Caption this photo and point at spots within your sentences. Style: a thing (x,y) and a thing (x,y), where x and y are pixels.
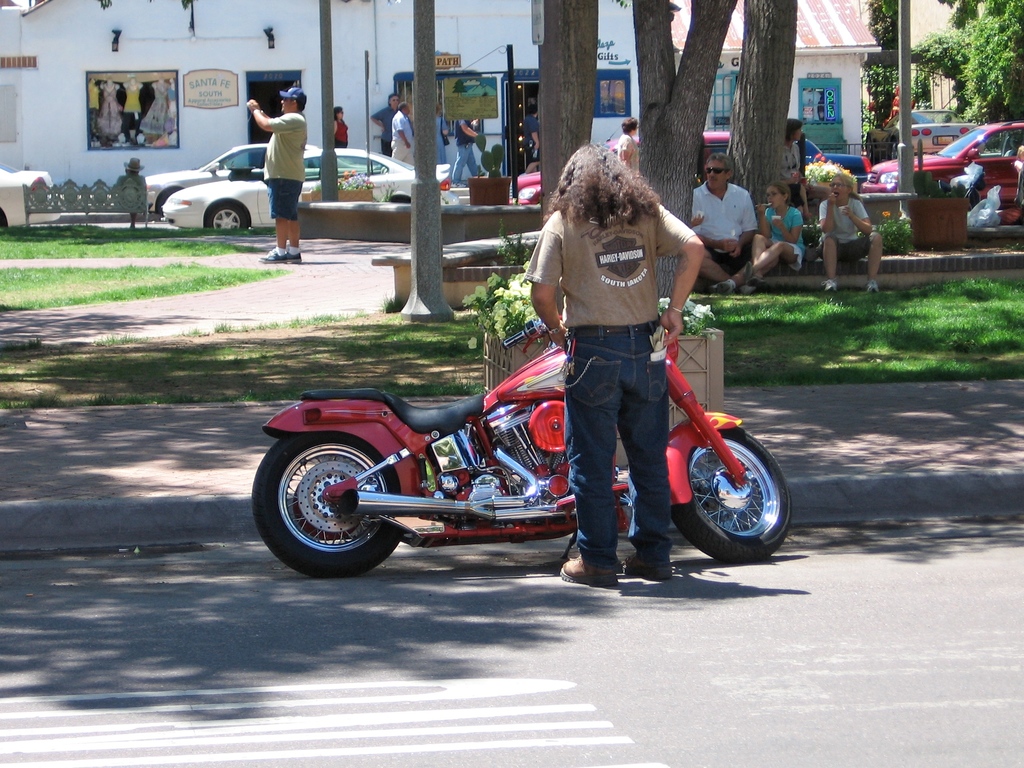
In this picture there is a person (600,370) standing on the road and there is a bike (541,471) in front of him and there are few persons (714,157), vehicles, buildings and trees (673,78) in the background (534,51).
